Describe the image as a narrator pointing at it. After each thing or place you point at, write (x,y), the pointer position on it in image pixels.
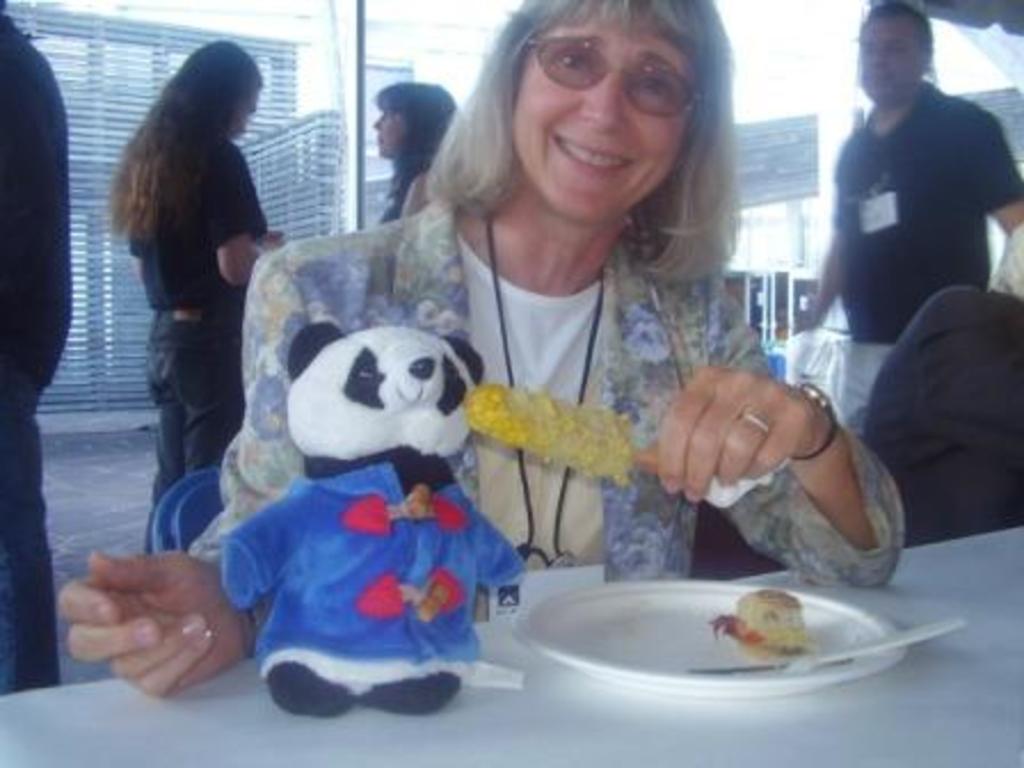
In this image I can see people (294,318) among them this woman (552,315) is sitting on a chair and smiling. This woman (703,449) is holding some object (515,409) in the hand (709,463). On the table (617,716) I can see a plate (619,644), on the plate (725,650) I can see food item (774,648) and other object (830,656).
